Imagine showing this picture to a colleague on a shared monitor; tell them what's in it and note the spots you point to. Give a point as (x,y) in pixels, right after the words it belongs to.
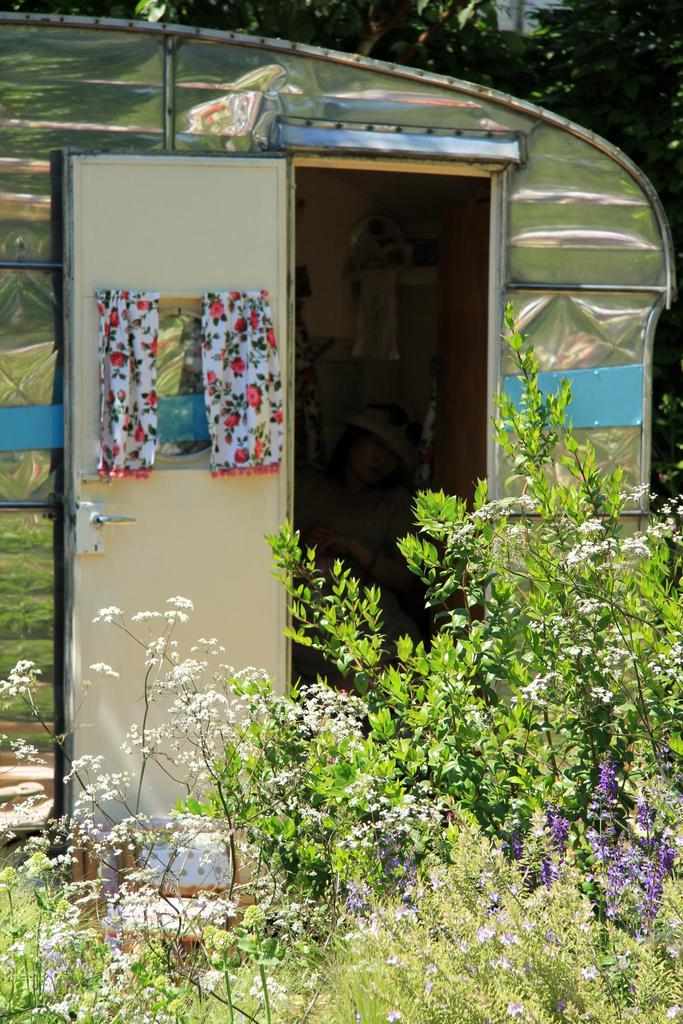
In this image there are plants (578,729), behind the plants (458,826), there is a caravan (264,123), in the caravan (436,448) a woman (369,527) is sitting.
